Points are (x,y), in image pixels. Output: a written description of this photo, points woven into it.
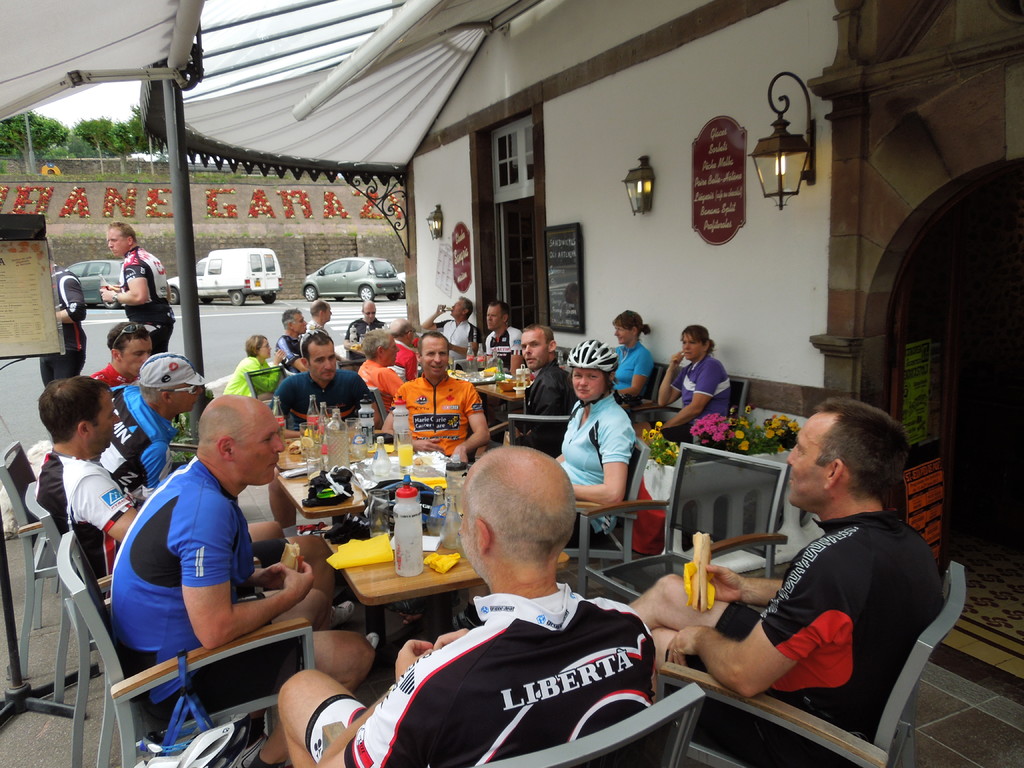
In the image there are group of people (308,350) were sitting and talking with each other. In front of them there is table (360,502) here water bottle (400,525) and some wine bottle (334,439) and some glasses (313,441), and they are sitting on chair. Coming to background (259,219) there is a wall (221,219) few trees (52,134) and few vehicles (234,288).
